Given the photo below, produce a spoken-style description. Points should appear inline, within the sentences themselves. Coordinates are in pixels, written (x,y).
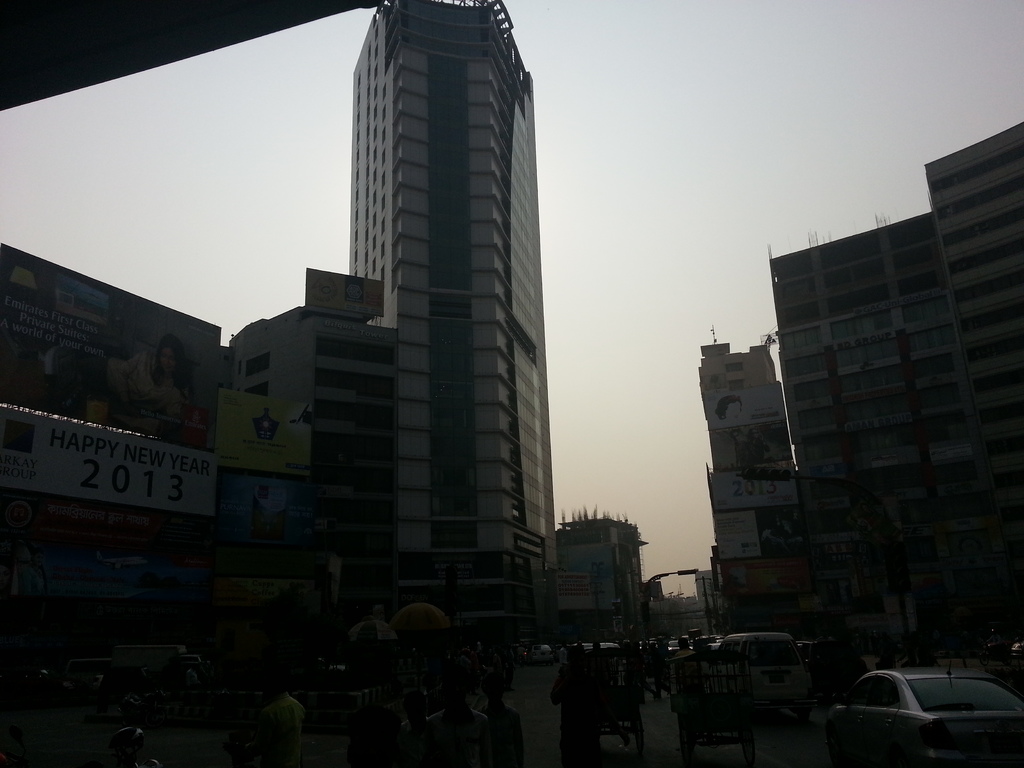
There is a road (524,715). On the road (532,697) there are many people (500,720), carts (604,664) and vehicles (748,663). On the sides there are buildings (955,477) and banners (91,454). In the background (668,114) there is sky (177,119).
